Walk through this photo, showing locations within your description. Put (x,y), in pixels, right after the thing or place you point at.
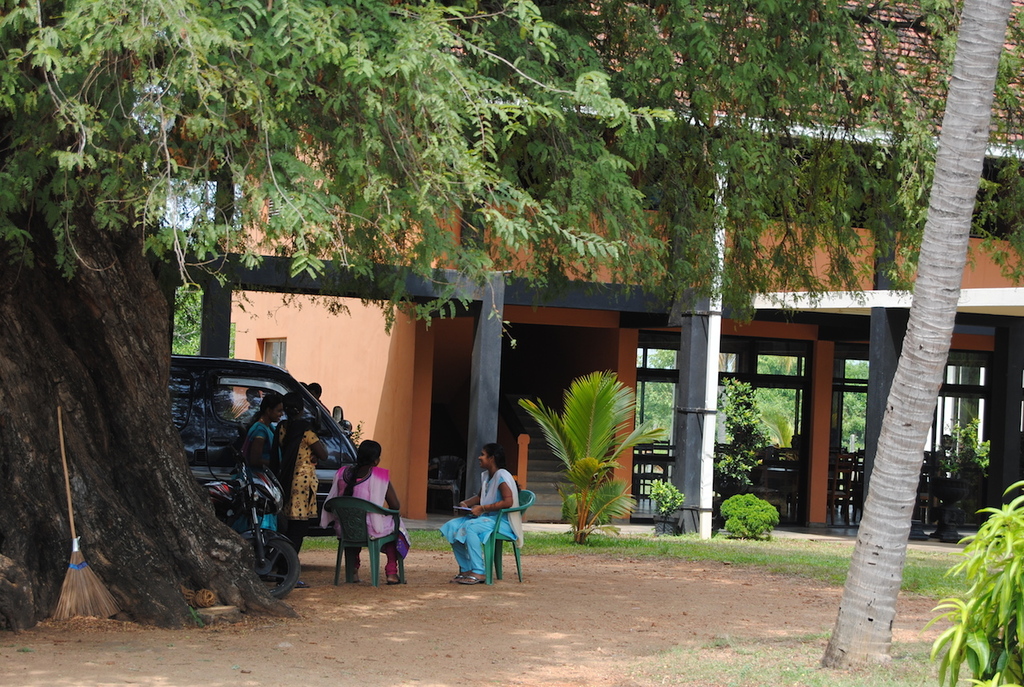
In this picture we can see vehicles (244,447), people (314,470) and a building (442,334). Inside the building (701,452), there are some objects (643,479). In front of the building (689,458), there are plants (607,444) and grass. On the left side of the image (84,582), there is a broomstick (71,575). Behind the building (475,319), there are trees (794,402) and the sky (172,203).
